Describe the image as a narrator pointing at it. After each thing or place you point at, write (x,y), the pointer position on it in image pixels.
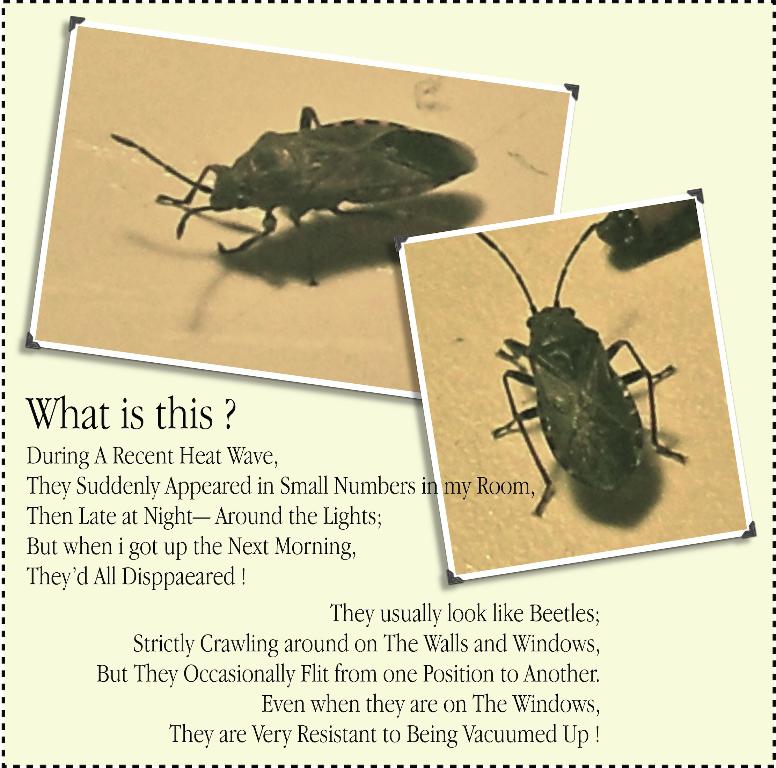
In this image there is a poster (676,611) in which I can see there is some text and pictures (480,342) of insects (560,343).
